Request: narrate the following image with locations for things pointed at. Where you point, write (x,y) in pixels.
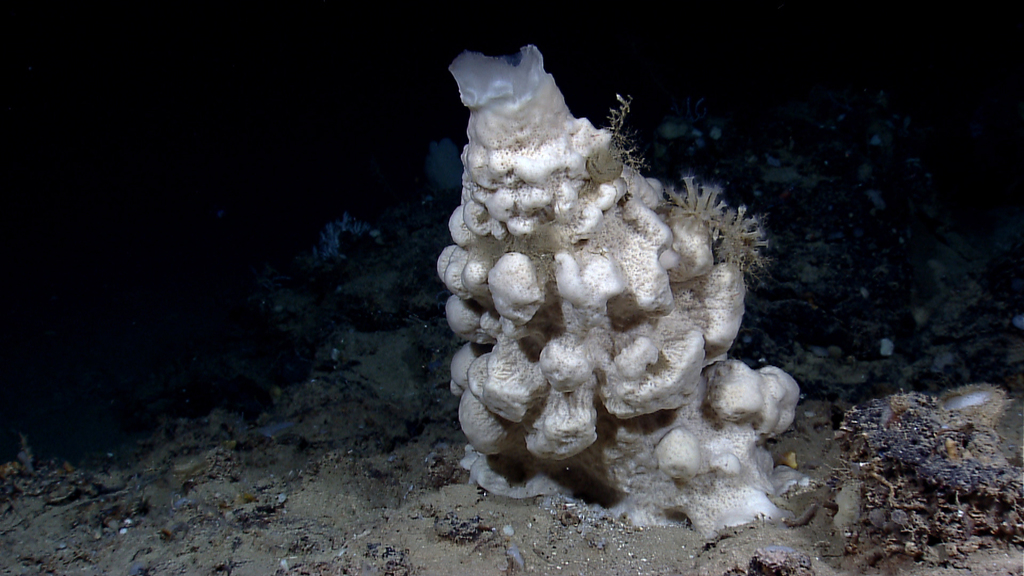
In the picture I can see plants (875,462) and some other things (446,464). The background of the image (113,196) is dark.
